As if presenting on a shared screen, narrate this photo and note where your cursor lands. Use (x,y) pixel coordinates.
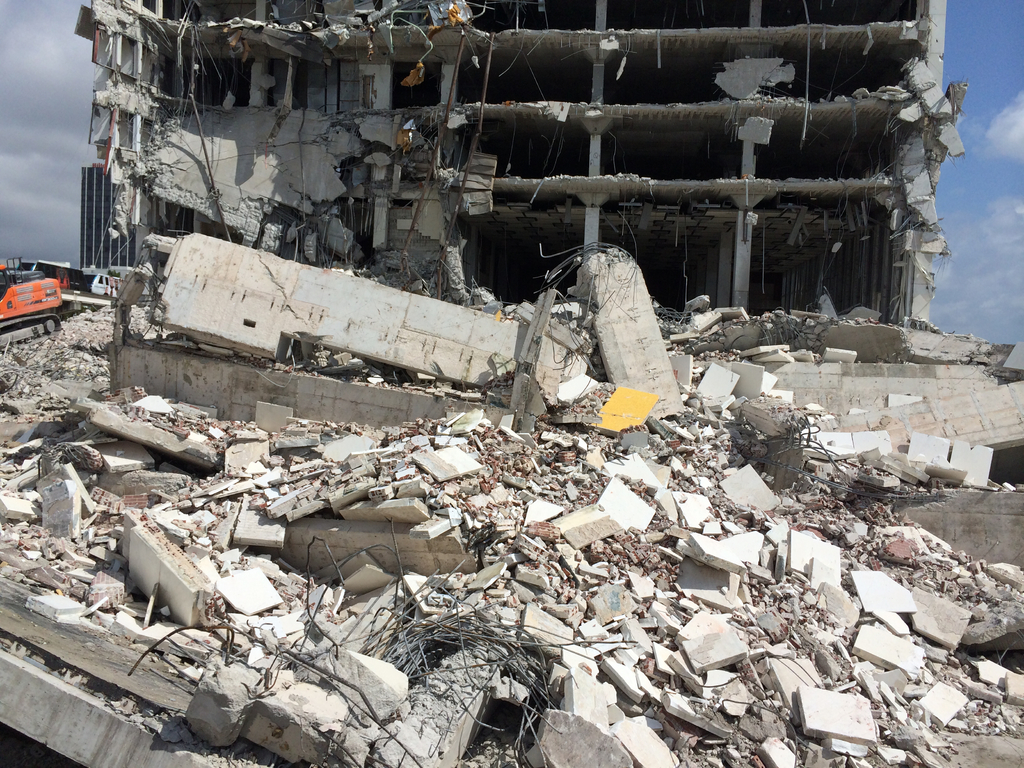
In this image in front (186,278) there is a damaged building (320,322). Beside that there is a JCB truck (10,292). In the background of the image (82,242) there is a building (87,207) and sky (48,109).
